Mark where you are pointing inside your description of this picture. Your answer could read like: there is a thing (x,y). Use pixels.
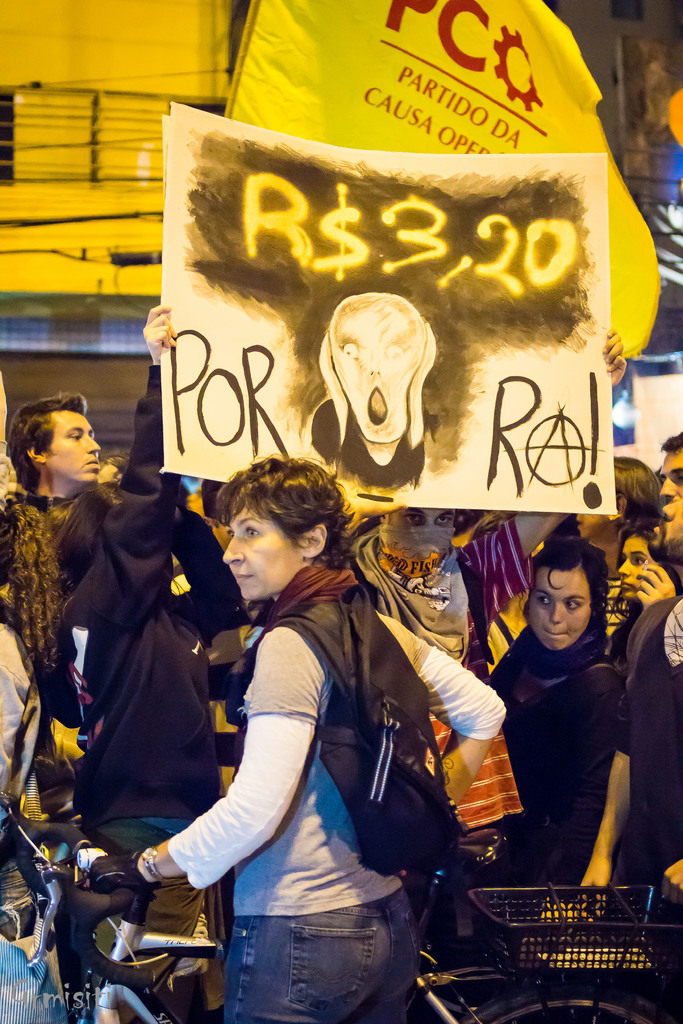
In the foreground of this picture (221,511) we can see the group of persons (221,821) and we can see a person (301,799) holding a bicycle (45,894) and seems to be standing and we can see the text (263,399), numbers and pictures (383,361) on the banner (200,128). In the background (489,109) we can see some other objects (108,335). In the bottom left corner (108,1001) we can see the text (49,994) on the image.
